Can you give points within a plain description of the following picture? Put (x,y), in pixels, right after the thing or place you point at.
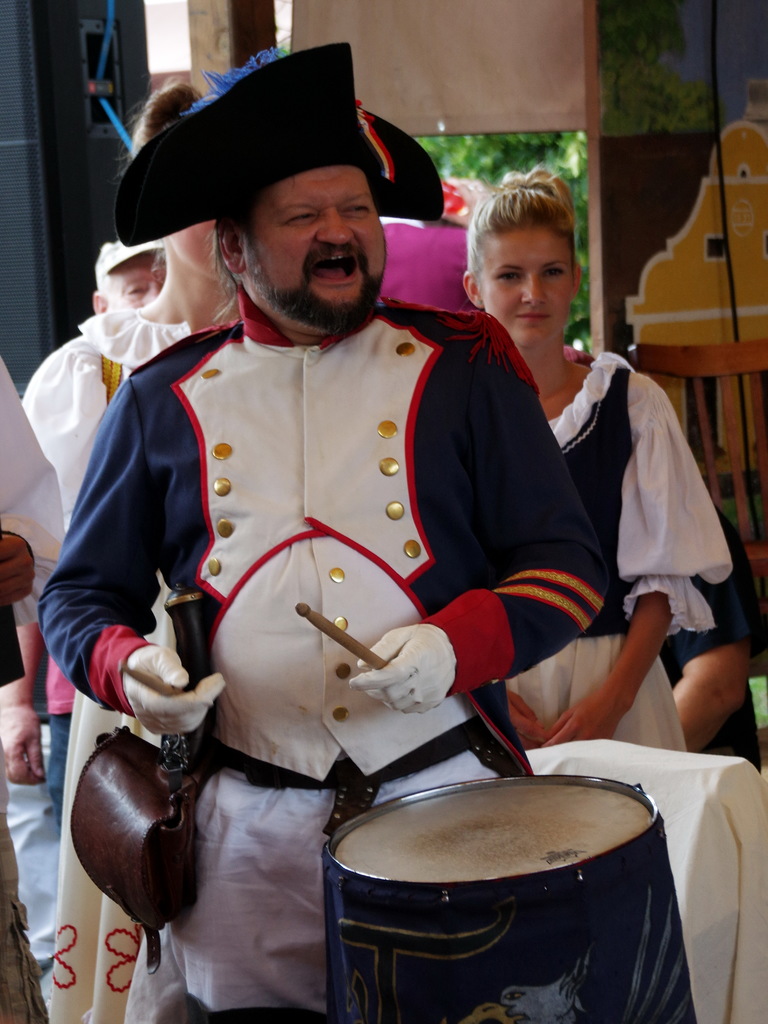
In this image there is man (446,473) he is playing drum (465,813) he is wearing a blue a white dress (317,451) he is wearing a hat (245,108). Behind him there are few women (199,254). In the background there is a curtain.
